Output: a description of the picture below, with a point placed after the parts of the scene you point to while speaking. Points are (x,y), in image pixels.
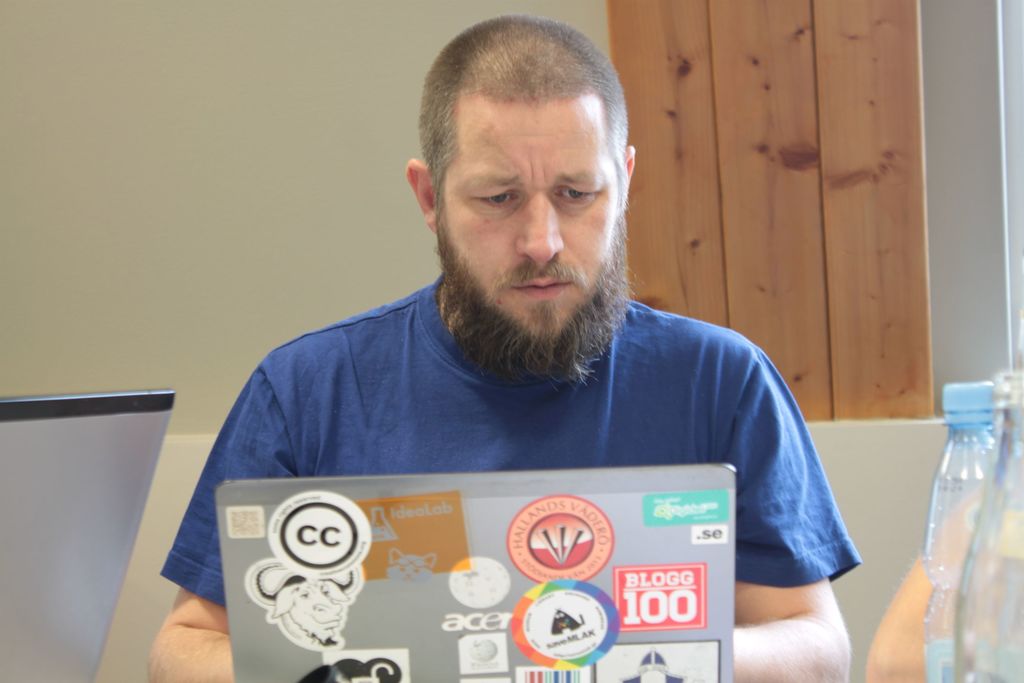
A person (500,358) wearing a blue t shirt (488,400) is sitting in front of a laptop (483,551). There are bottles (974,551) on the right side (980,513). In the background (299,135) there are wall (394,127) and a wooden door (779,191).
